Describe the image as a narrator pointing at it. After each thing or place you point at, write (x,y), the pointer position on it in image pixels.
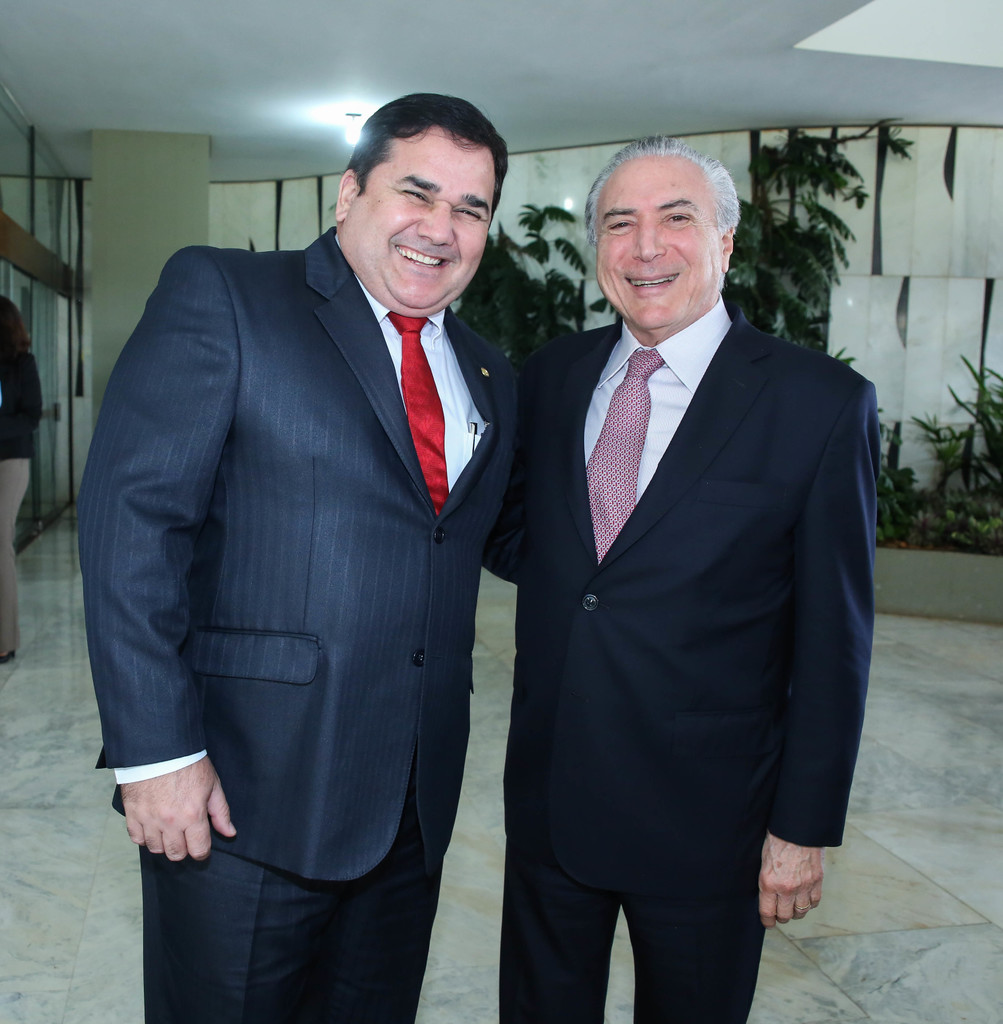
There are two men (623,609) standing and smiling. Background (935,156) we can see wall (920,160), plants (948,451) and light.
